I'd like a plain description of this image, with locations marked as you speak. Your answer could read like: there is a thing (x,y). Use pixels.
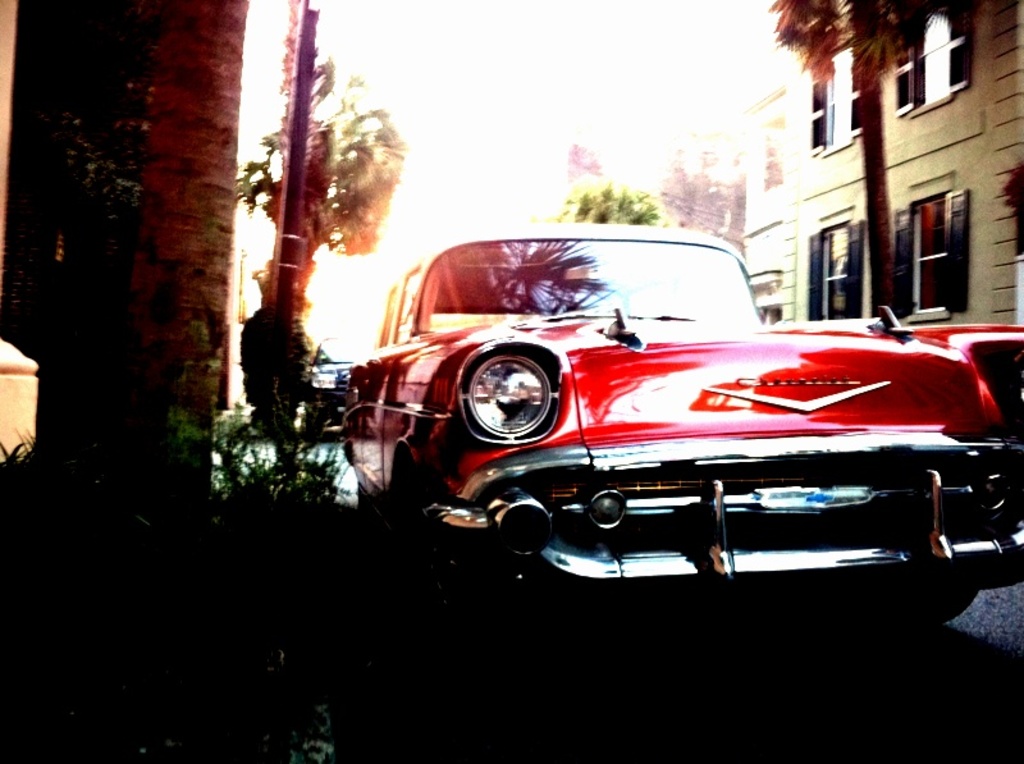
In the foreground (382,398) I can see a car (396,380), vehicles (319,395) on the road (462,674). In the background (374,190) I can see buildings (680,190), trees (321,163), windows (857,101) and the sky (551,112). This image is taken on the road (473,692).
